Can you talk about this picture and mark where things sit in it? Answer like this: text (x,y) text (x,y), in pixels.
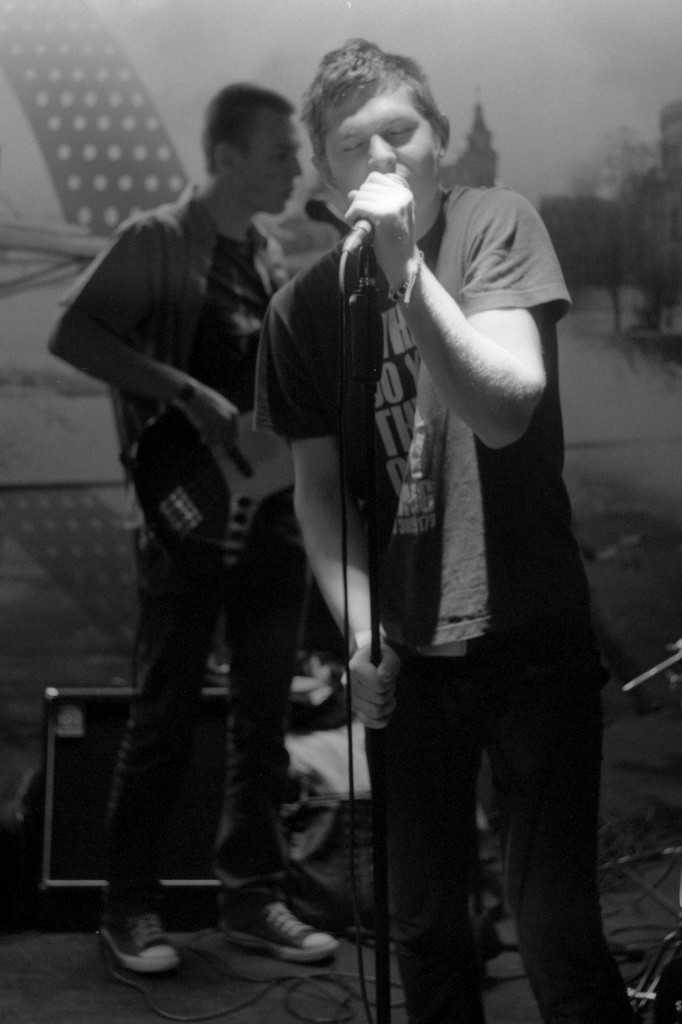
In the center (360,420) we can see two persons (401,400) were standing. The front person (447,348) he is holding microphone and the other person (226,370) holding guitar (160,451). In the background (57,173) there is a wall (29,178), speaker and wires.
